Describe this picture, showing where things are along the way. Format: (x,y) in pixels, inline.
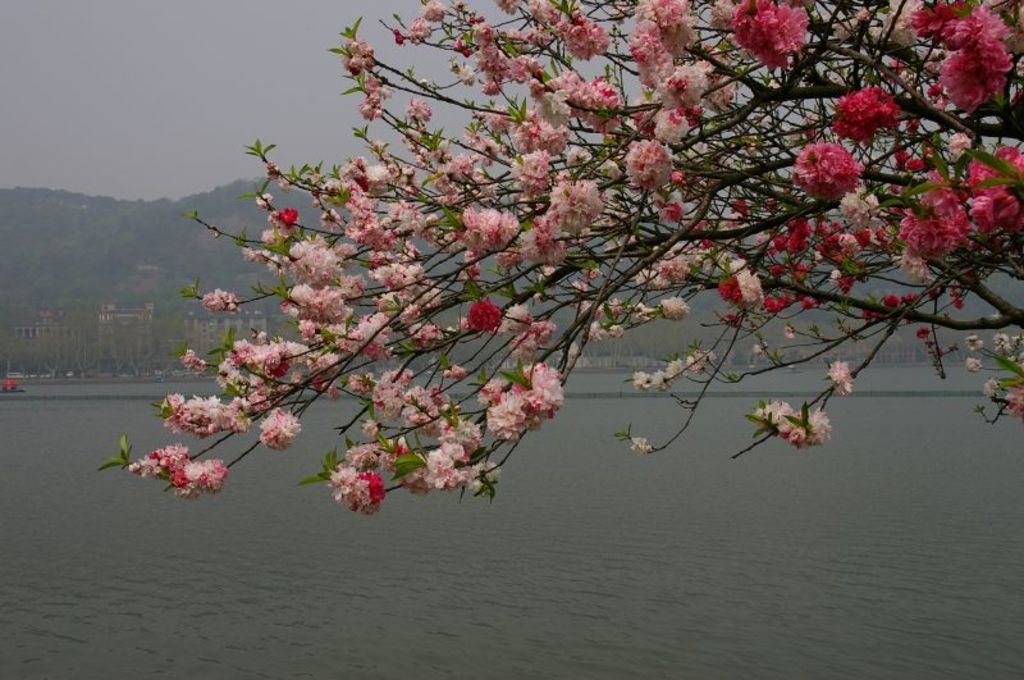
In this image in the middle (419,413), there are trees (825,204), flowers (537,405) and stems (749,164). At the bottom (530,612) there is water (574,590). In the background (101,251) there are hills (190,257) and sky (153,85).
